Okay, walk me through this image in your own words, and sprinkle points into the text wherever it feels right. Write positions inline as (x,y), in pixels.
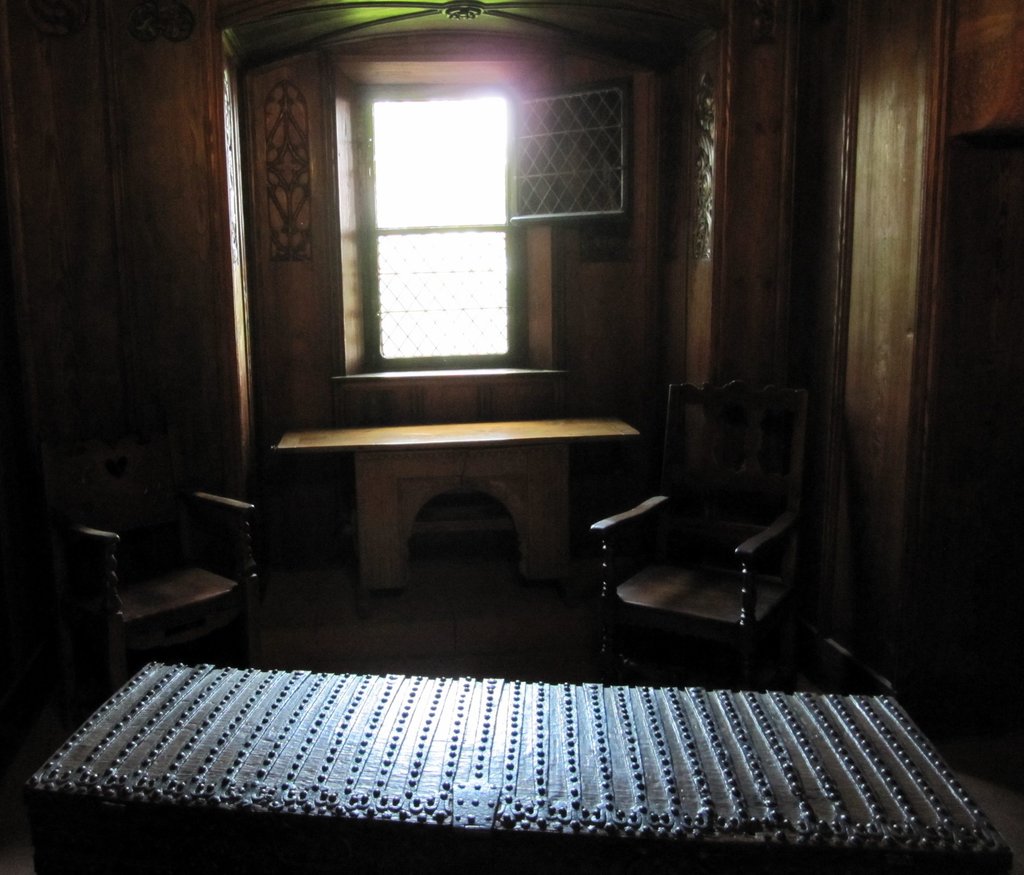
In this image there are two chairs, a table (426,497), a metal object (420,734), behind the table (401,481) there is a window (401,184) with grills (605,190) on it, around the chairs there are wooden walls (882,365).
